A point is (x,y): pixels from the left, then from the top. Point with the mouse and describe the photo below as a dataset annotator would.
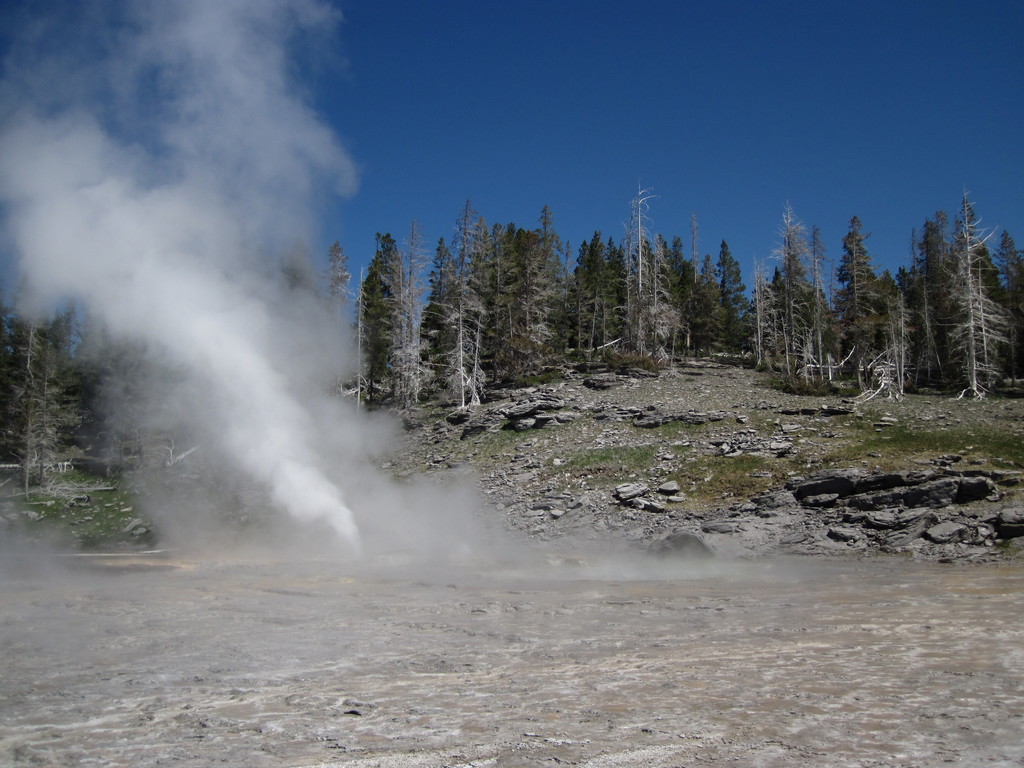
In this image I can see few trees (537,269), smoke (261,486), few stones (966,551) and the sky (642,146) is in blue color.
